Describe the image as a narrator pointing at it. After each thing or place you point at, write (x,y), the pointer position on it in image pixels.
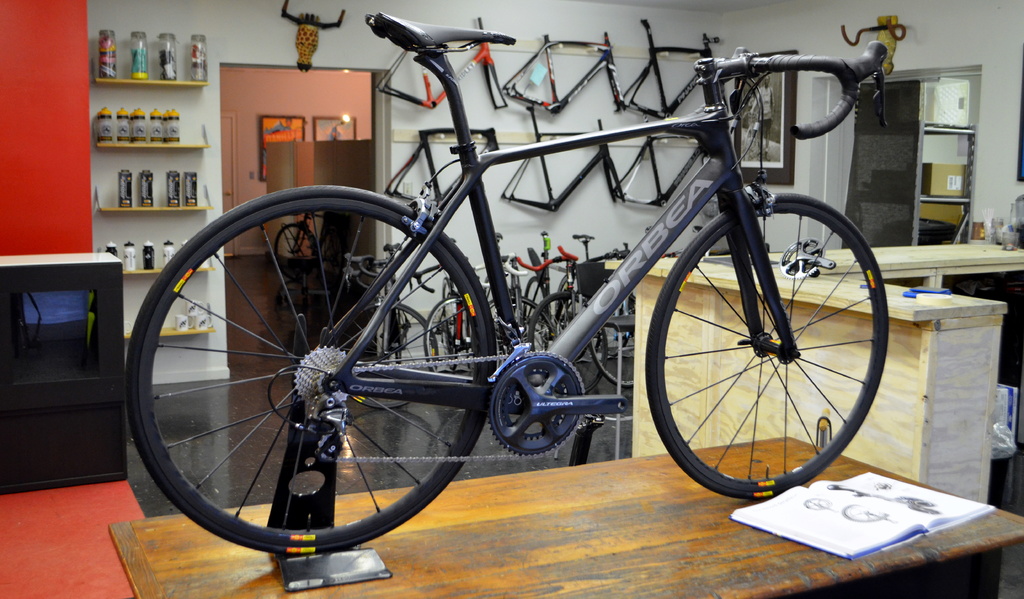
In this image we can see a bicycle (406,223) and book (787,522) kept on the table (524,533). In the background (144,43) we can see some cylindrical objects (135,138) in the cupboards (144,82), spare parts (614,65) hanged to the wall (593,96), photo frames (779,92) and bicycles (566,293) placed on the floor (251,422).
